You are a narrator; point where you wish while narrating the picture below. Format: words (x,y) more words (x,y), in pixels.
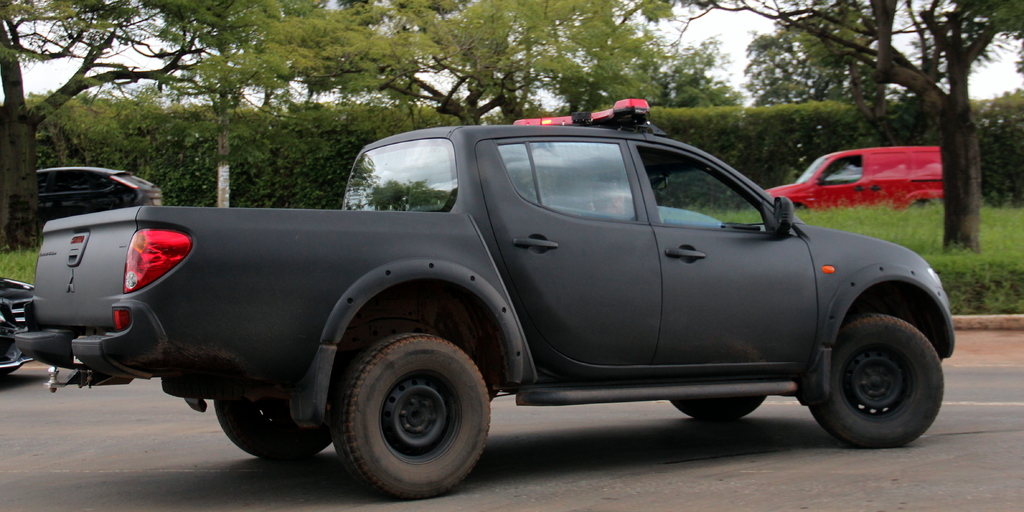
In this image we can see some vehicles (470,202) on the road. On the backside (688,84) we can see some trees (687,102), grass (962,261), some cars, a group of plants (351,167) and the sky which looks cloudy.
